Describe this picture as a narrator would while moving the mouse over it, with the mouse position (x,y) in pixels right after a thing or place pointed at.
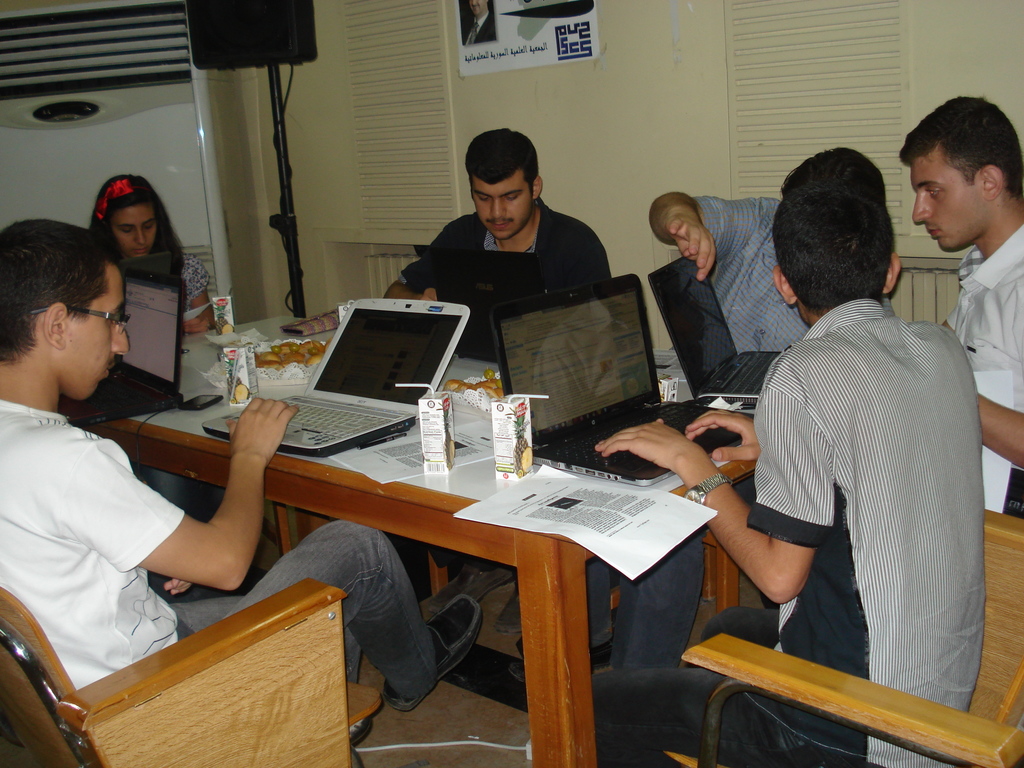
Here we can see a few people (645,690) who working on a laptop (346,377). This is a wooden table (358,481) where a laptop (309,441), a food item (270,360) and papers (605,494) are kept on it.
